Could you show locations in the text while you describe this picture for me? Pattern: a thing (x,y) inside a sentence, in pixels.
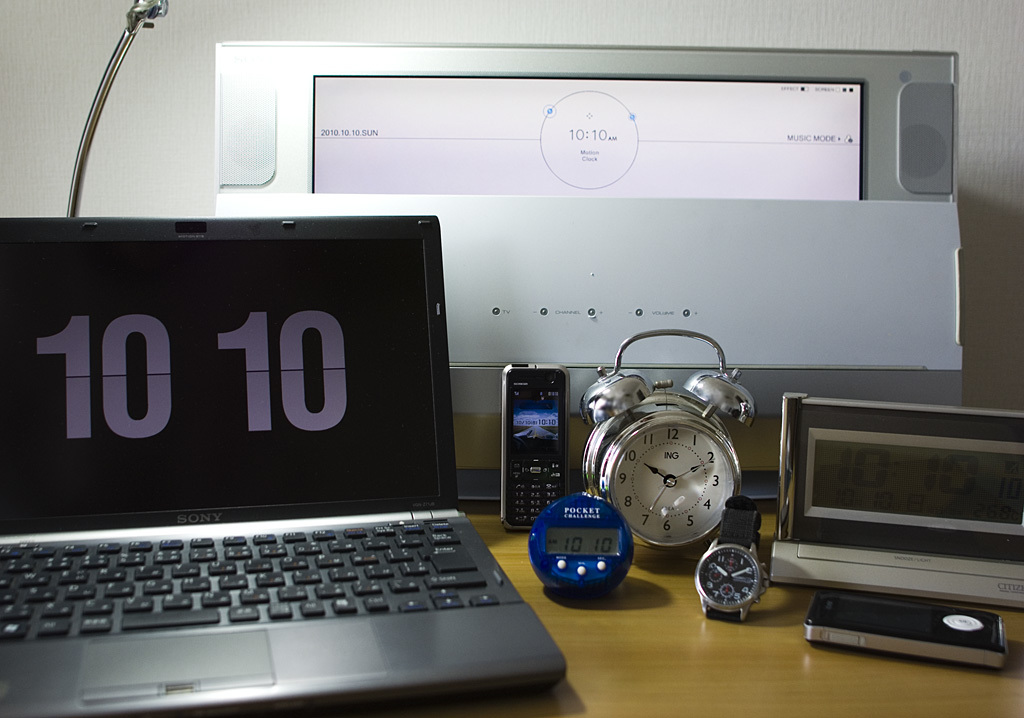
On the left (338,569) there is a laptop (428,565) on the table (584,629). On the right (795,540) there is a digital clock (882,499) and a mobile (870,623) placed on the table (913,670). In the middle (673,467) there is a wrist watch (740,580), a clock (728,486) and a stopwatch (597,535) in the background (530,499) there is a mobile (526,483).
